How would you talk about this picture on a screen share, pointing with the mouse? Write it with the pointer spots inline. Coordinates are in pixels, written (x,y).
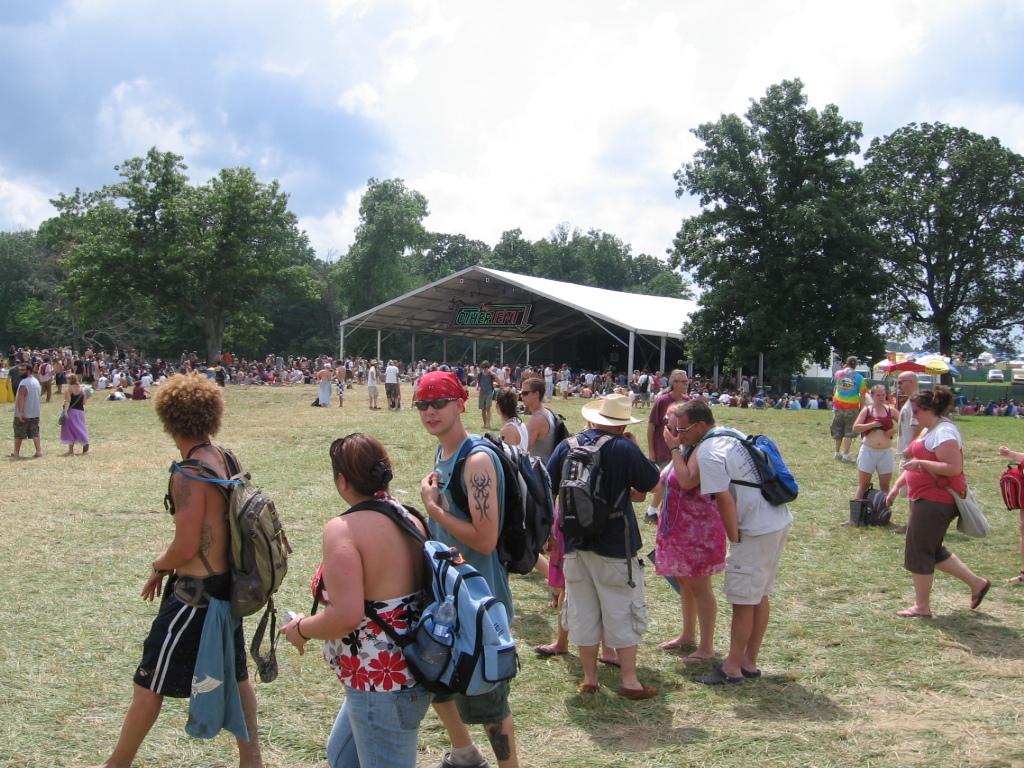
In this picture I can see group of people (489,363) standing, there is a shed (629,374), there are trees (796,303), and in the background (606,118) there is the sky (520,80).
